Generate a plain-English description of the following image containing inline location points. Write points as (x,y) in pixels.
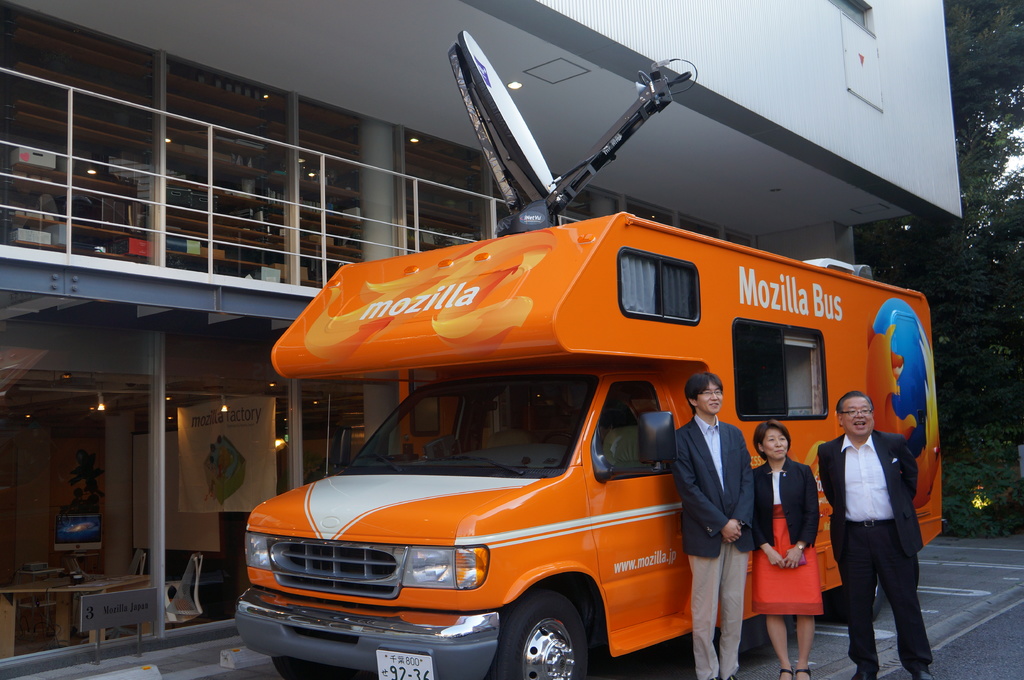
There is a orange color vehicle (479,388) with something written. And there is a logo (904,356) on it. Also there are windows (768,339). On the top of the vehicle (518,251) there is a dish antenna (536,154). And some people (714,429) are standing. Also there is a building (185,94) with railing (209,190), pillars (290,193). In side the building (151,172) there are some items (221,251), banner (183,478), chairs (136,569), table (68,584), computer (66,525) and lights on the ceiling (202,381). On the right side (992,249) there are trees (965,416).
